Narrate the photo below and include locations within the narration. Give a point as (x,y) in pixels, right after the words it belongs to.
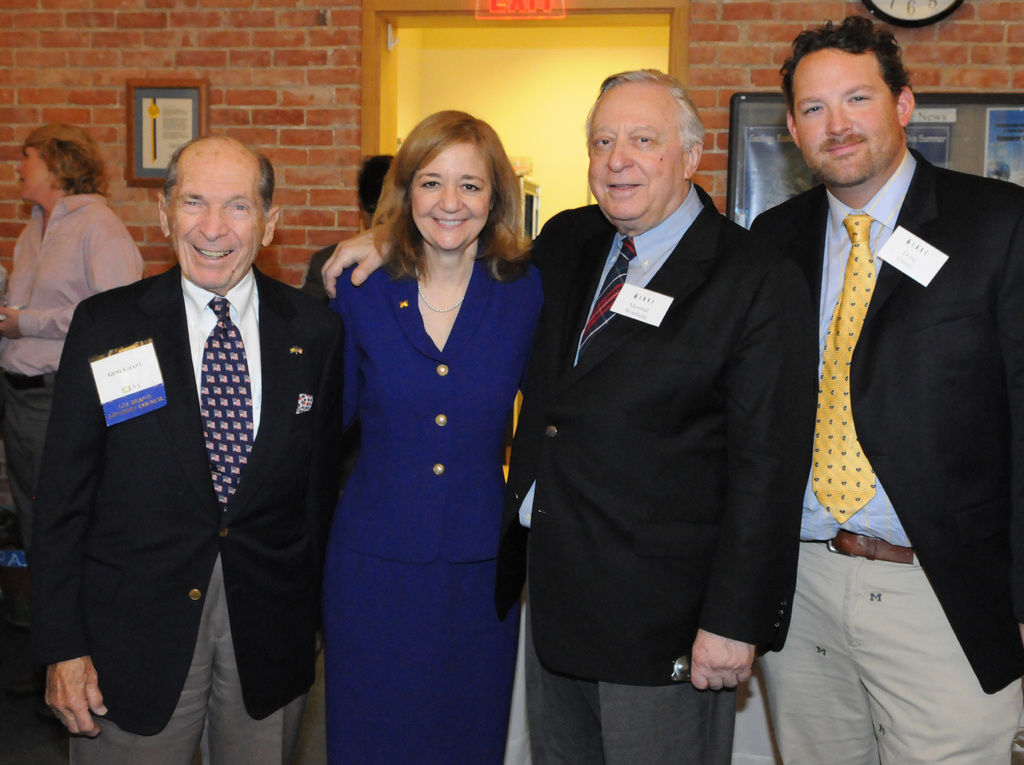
In this image we can see these four people (353,267) are standing and smiling. Here we can see these three persons (690,539) are wearing black blazers (730,349) and ties (611,318) and this woman (439,537) is wearing a blue dress (416,617). In the background (22,182), we can see a few people (61,203) are walking, photo frames (152,113) on the brick wall (114,119), wall clock (882,15) and the exit board (534,8) here.
